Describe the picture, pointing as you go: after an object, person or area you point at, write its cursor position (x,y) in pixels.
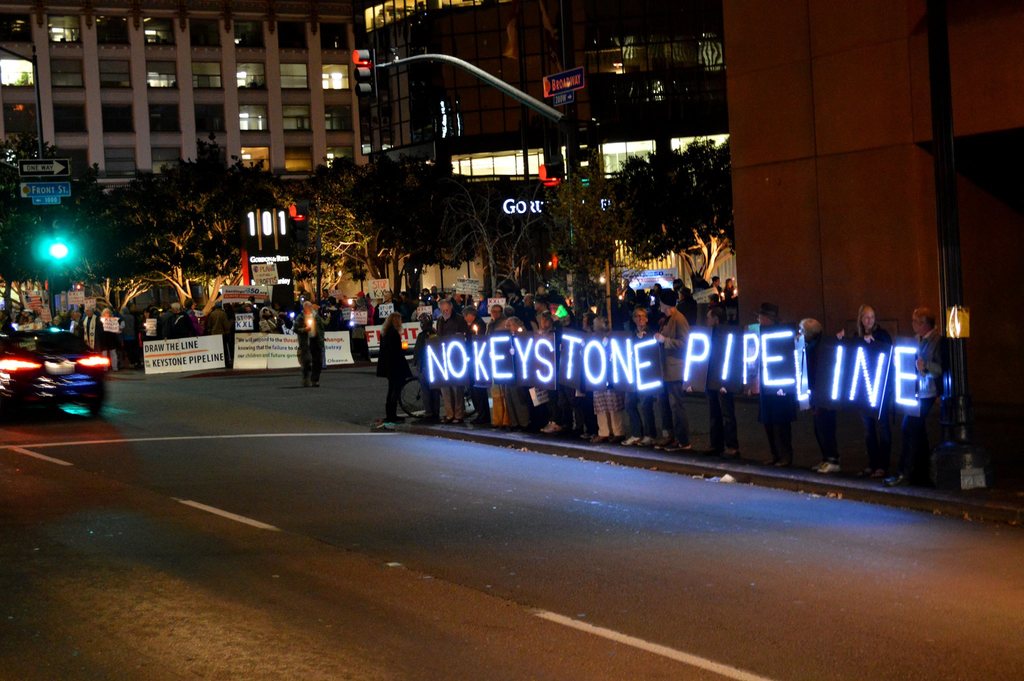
In this picture we can see some people (483,329) are standing on the walkway (337,368) and some people (304,351) are walking and the people (307,356) are holding the boards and LED boards (615,366). Behind the people (675,365) there are trees (199,211), buildings (55,119) and poles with lights (56,257), directional boards (39,198) and traffic signals (551,161). On the road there is a vehicle (40,405).
